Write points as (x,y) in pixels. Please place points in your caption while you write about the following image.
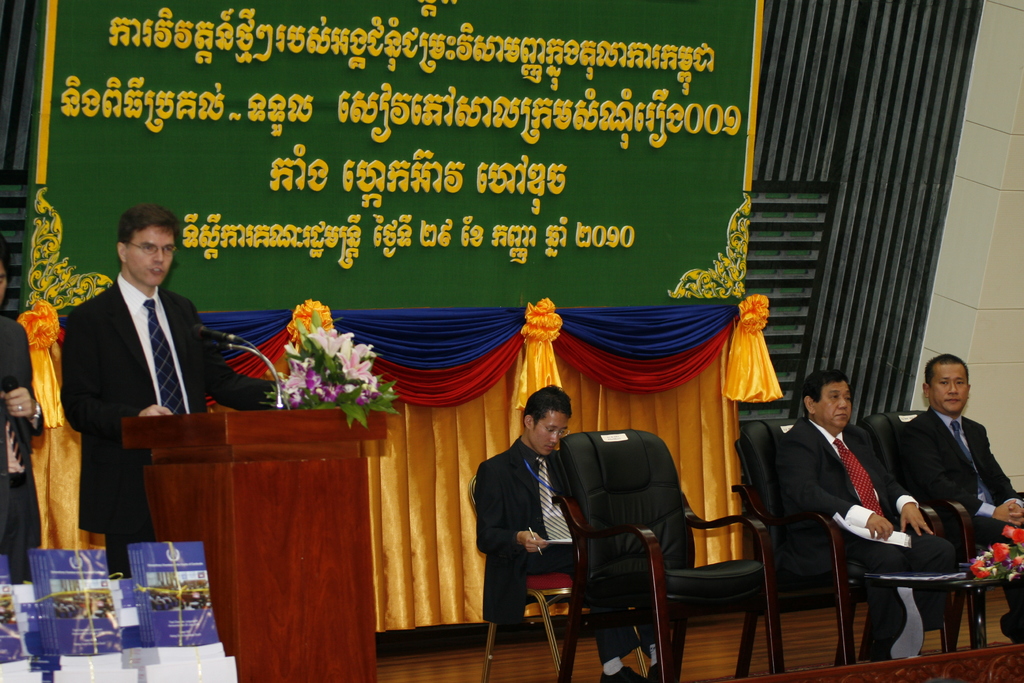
In this image we can see a few people (830,460) on the stage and among them one is standing and in front of him there is a podium (218,512) with a mic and flower bouquet (343,386). We can see some book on the left side of the image (96,638) and there are some chairs (590,600) and in the background (729,88), we can see a board (657,184) with some text (401,240) and there are some objects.
